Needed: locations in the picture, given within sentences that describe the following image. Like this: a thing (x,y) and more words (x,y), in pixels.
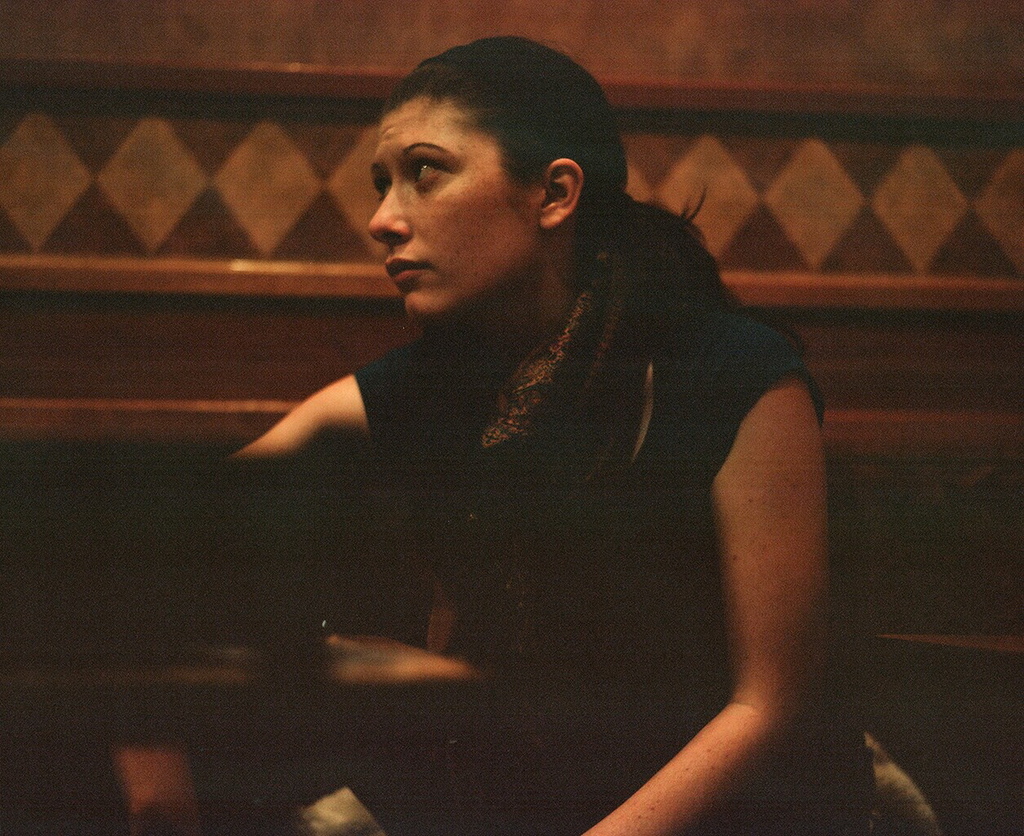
In the image we can see there is a woman (517,517) sitting on the chair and there is a table (87,670). Behind there is a wall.
